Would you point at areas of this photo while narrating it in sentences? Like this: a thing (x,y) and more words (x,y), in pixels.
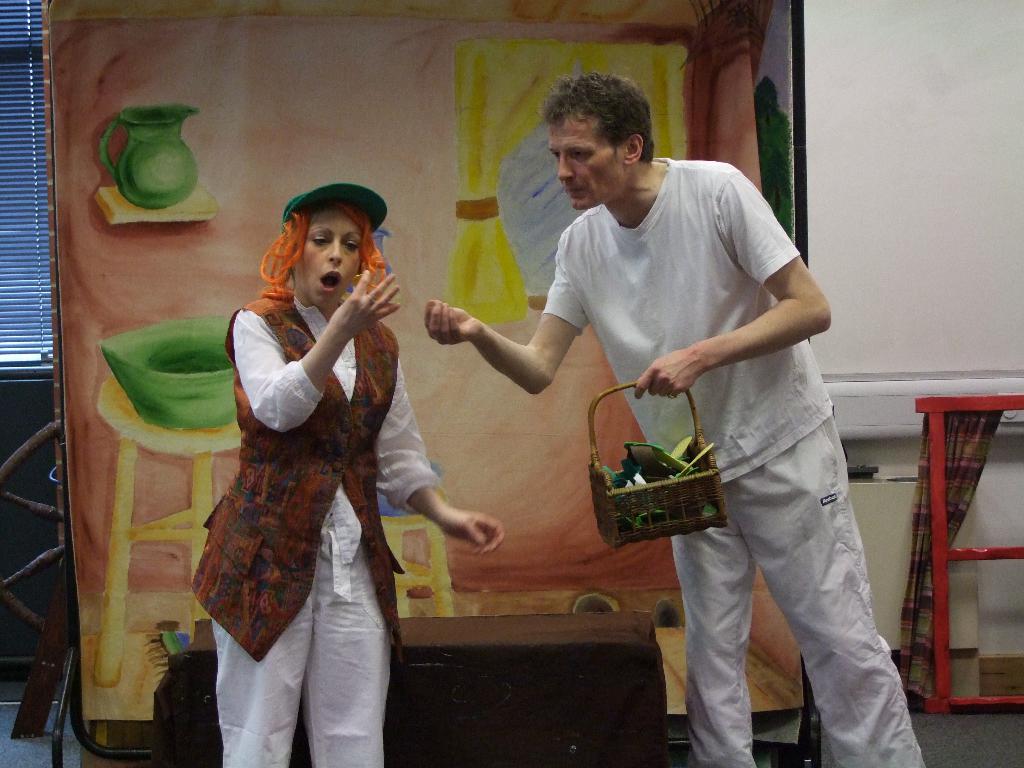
In this image we can see a man (689,553) and a woman (372,630) standing on the floor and of them is holding a basket (601,483) in the hand (684,381). In the background (279,154) there are blinds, painting (164,211) to a stand (806,714), walls (884,280) and a table (405,680).
